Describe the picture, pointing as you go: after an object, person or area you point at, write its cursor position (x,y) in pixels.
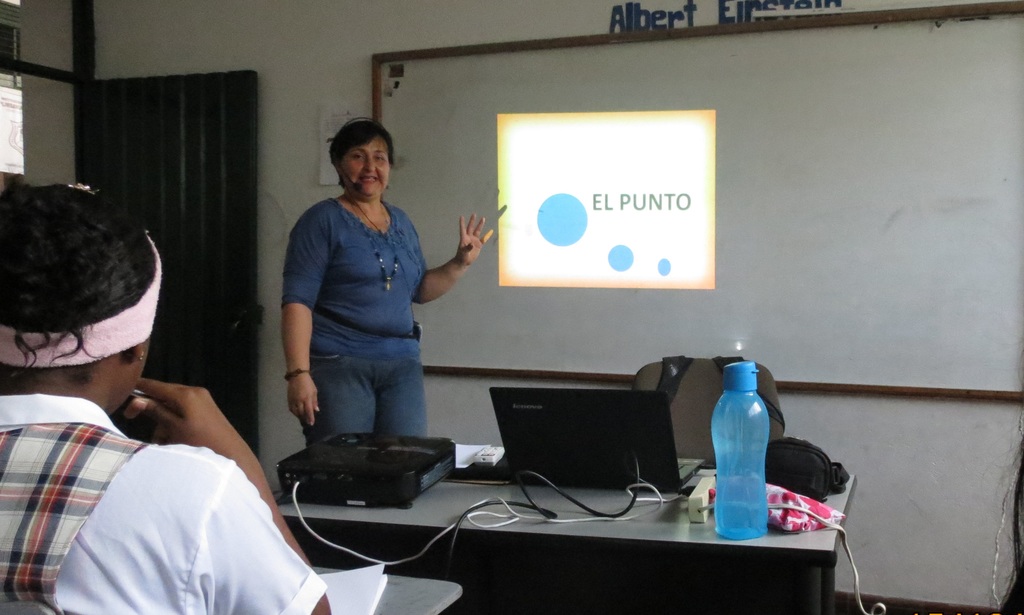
Here is the woman (327,299) standing and talking. This is the table (552,526) with a laptop (595,445), water bottle (738,410), and projector (320,503) placed on it. This is a empty chair (688,395). Here is the person (193,548) sitting. This is the bench (397,597) and a book (362,592) on it. This is the white board (785,243) attached to the wall (317,119). This is the display (646,246) from the projector (393,484). This is a wooden door (186,260). here I can see a poster (330,120) attached to the wall (326,106).
